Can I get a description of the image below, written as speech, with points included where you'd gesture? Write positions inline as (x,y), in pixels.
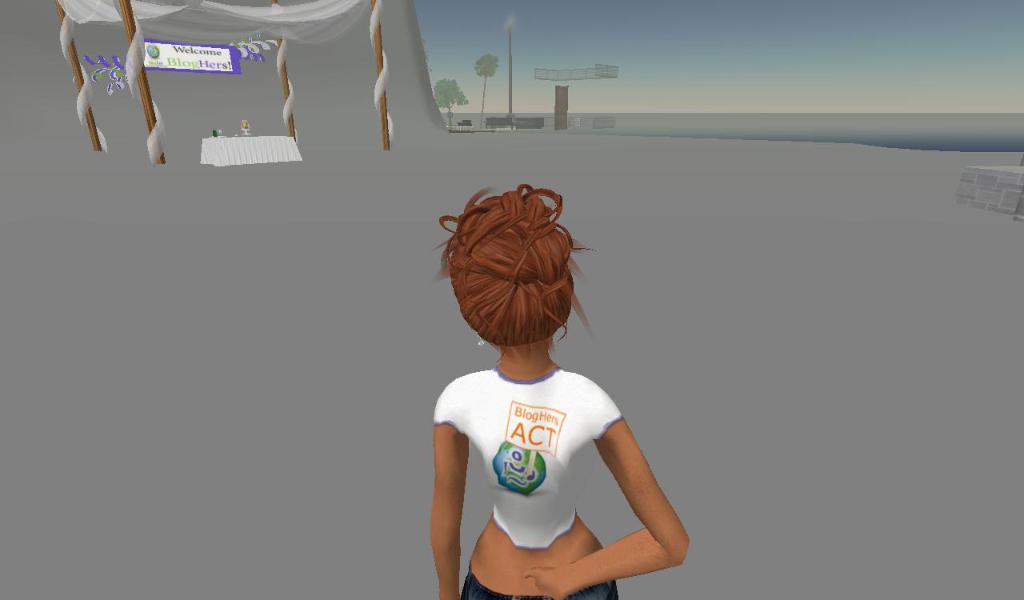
This image is an animated image. At the top of the image (740,83) there is a sky (750,87). In the middle of the image (548,295) there is a woman (527,412). In the background (302,112) there is a wall (273,116). There is a board (214,72) with a text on it. There is a table (240,148) with a few things (245,128) on it.
